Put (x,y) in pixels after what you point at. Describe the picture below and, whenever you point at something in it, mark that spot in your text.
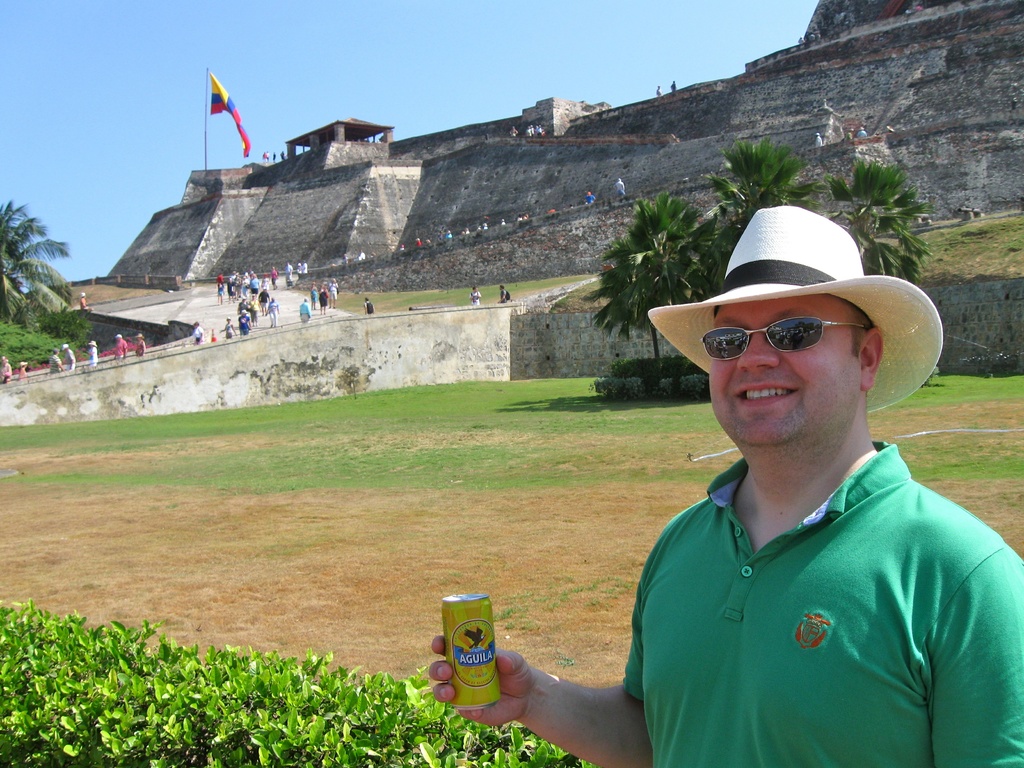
In the image there is a person (806,379) standing on the right side (813,565) in green t-shirt (872,543) and holding a beer tin (468,623), he is wearing sunglasses (701,350) behind him there are plants (150,691) on the grassland (216,522) and in the background (451,197) there is a castle (453,156) with people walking in front of it with a flag (225,105) on the left side (234,115) and above its sky (253,59).
